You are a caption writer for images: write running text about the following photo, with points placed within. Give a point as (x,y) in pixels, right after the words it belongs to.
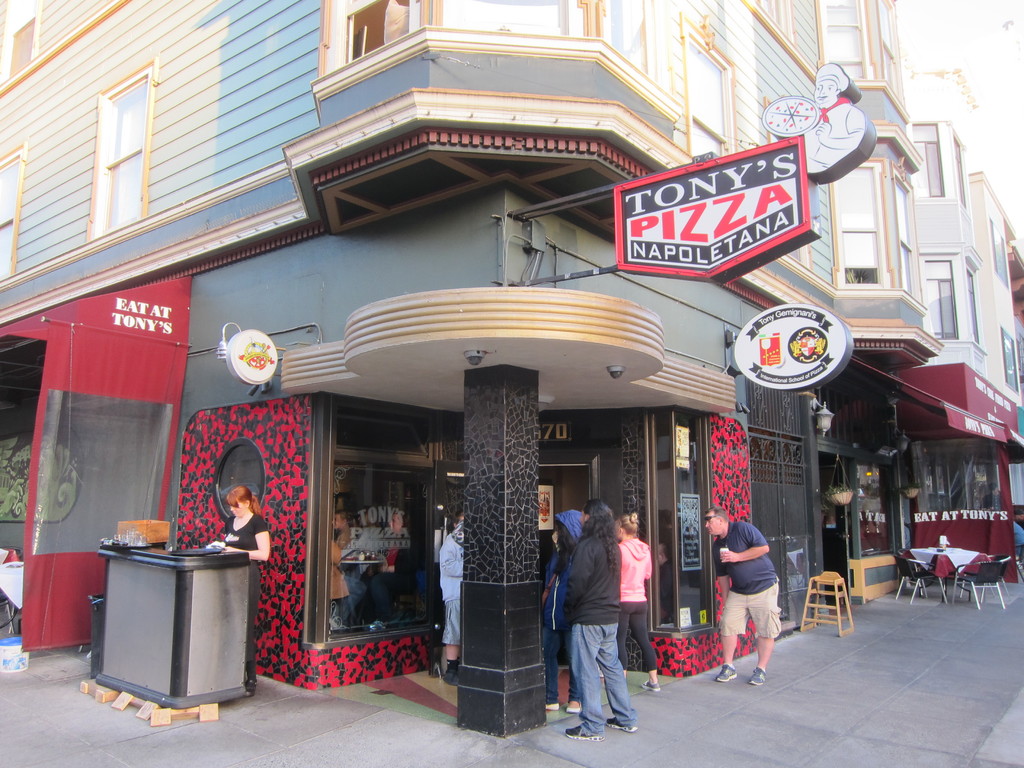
In this picture I can see few people (598,599) standing in front of the shop (603,483), one woman (243,534) is standing in front of the table (191,593) and holding some thing, around we can see some buildings (700,565), boards (793,335) to the poles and also I can see some chairs (983,581) and tables (970,552) in front of the buildings (787,284).
